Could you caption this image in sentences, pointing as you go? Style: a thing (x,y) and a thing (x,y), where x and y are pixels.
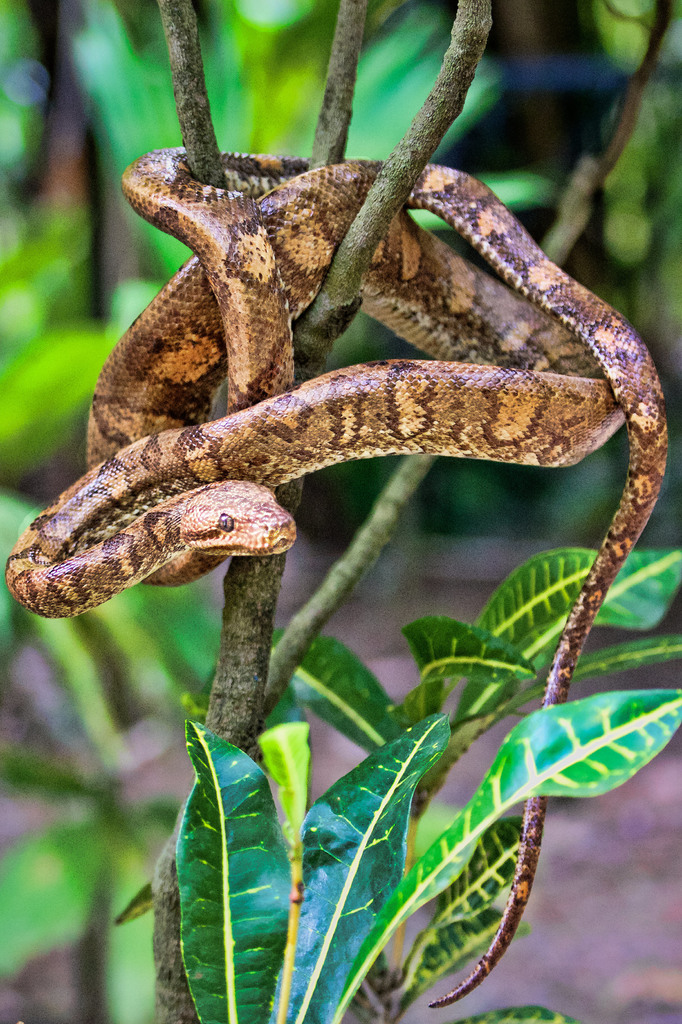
The picture consists of a tree (271,697), on the tree (297,628) there is a snake (183,381). The background (583,147) is blurred.
